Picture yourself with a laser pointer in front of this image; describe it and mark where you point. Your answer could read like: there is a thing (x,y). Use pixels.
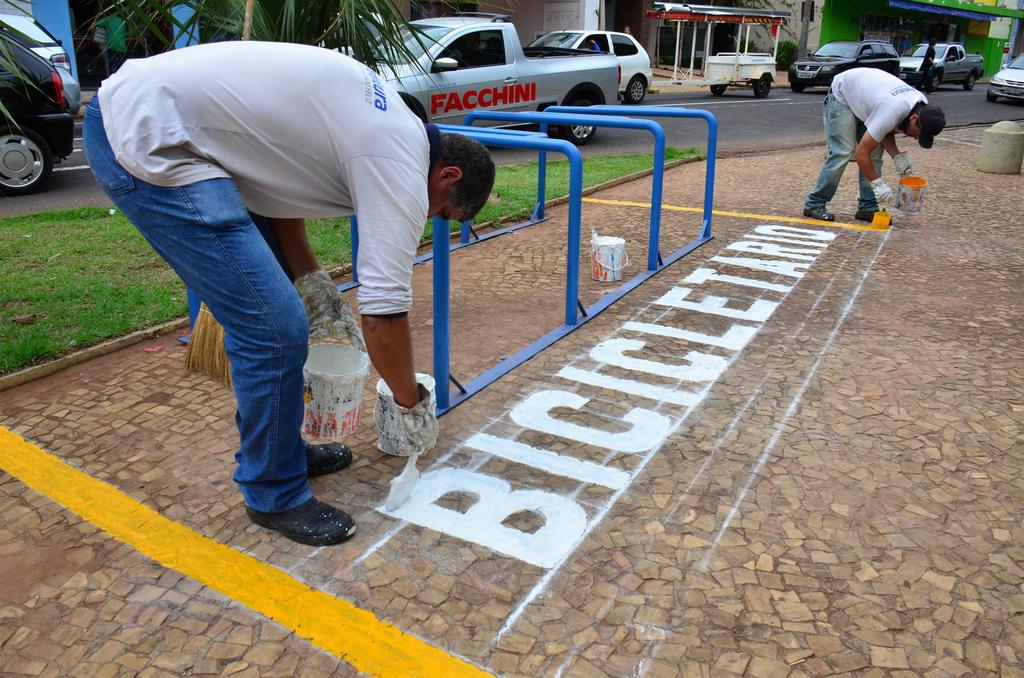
A picture of a street (806,139). Vehicles (888,56) on road (76,136). These persons (900,123) are holding a paint brush (878,212). Beside this person (248,206) there is a paint bucket (347,402). These are stores (635,24). Grass (101,282) is in green color.
